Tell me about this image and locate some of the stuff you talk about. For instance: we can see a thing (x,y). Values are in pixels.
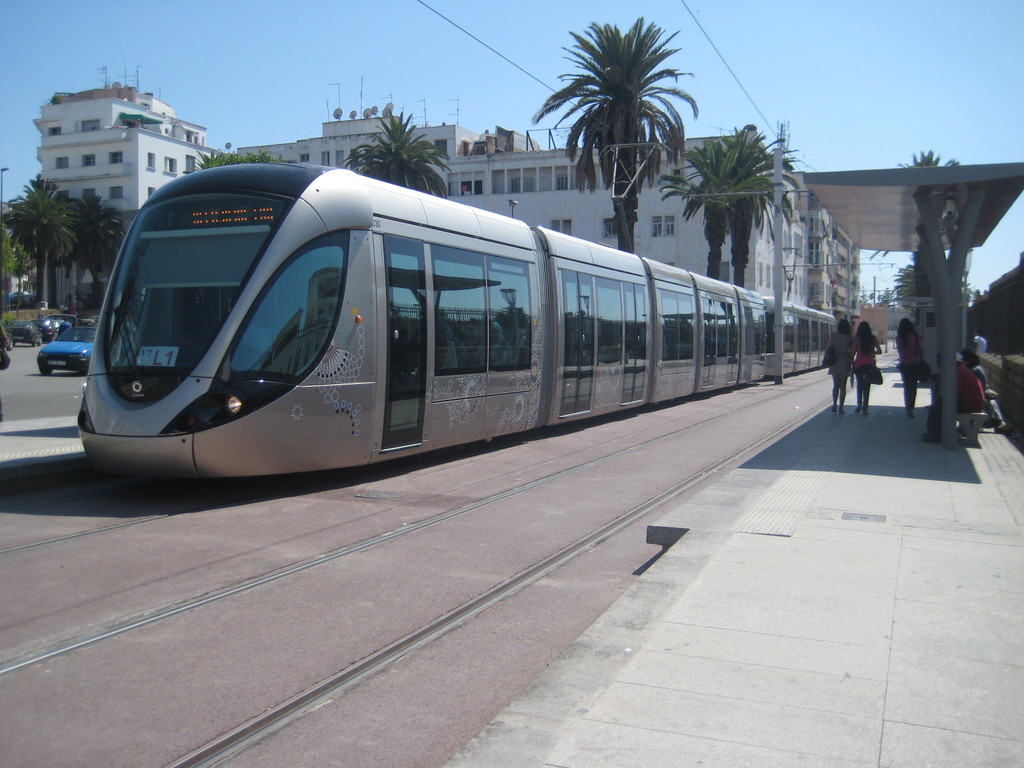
This image is taken outdoors. At the top of the image (410,45) there is the sky (857,96). At the bottom of the image (506,685) there is a road (256,618) and a sidewalk (735,637). There are two tracks (205,609). In the background (520,171) there are two buildings (536,176) with walls (574,195), windows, roofs (131,104) and doors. There are a few trees (112,232). On the left side of the image (59,321) a few cars (57,328) are moving on the road (35,354). In the middle of the image (479,348) a train (372,374) is moving on the track (218,482). On the right side of the image (909,221) there is a roof (906,245) and pillars (954,419). A few people (845,363) are walking on the sidewalk (930,527).
